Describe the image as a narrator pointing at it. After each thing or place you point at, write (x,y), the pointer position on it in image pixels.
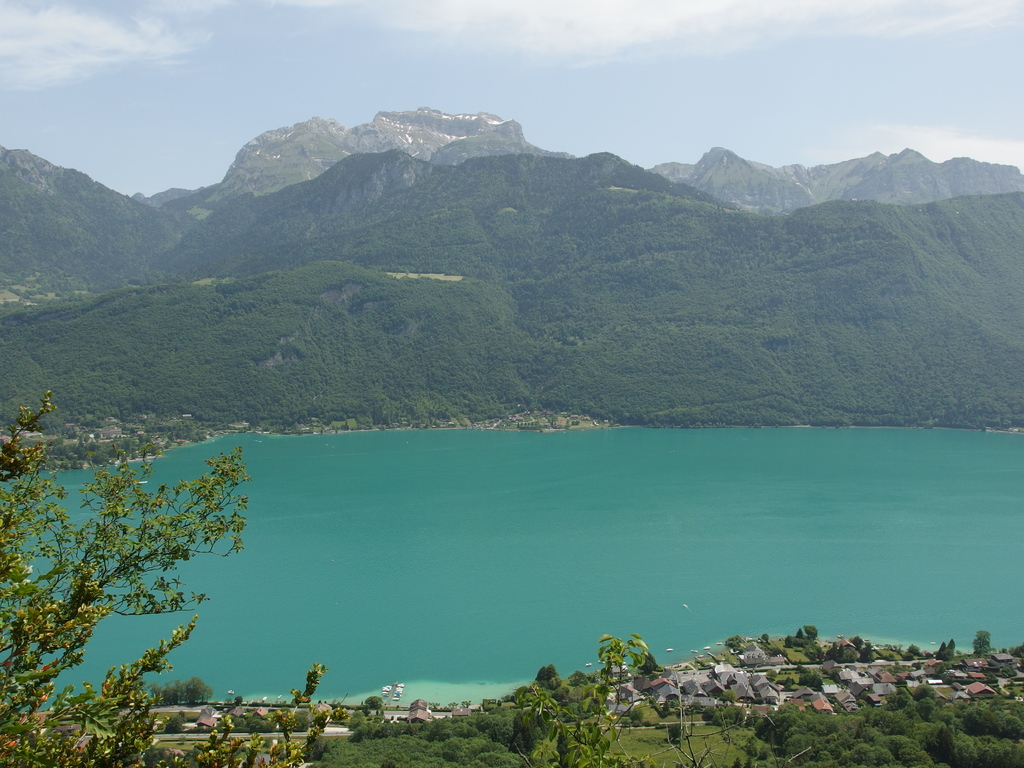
In this picture we can see houses (758,680), trees (452,754), and water (527,587). In the background (970,363) we can see mountains (622,378) and sky (625,145).
